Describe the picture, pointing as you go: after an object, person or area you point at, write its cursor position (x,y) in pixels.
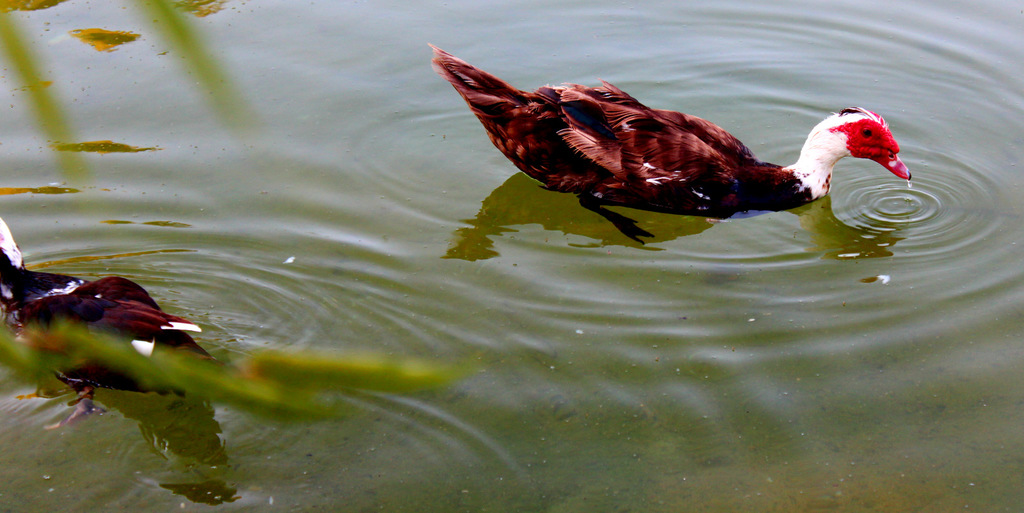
In this image we can see a bird (764,204) which is in the water (788,216).
